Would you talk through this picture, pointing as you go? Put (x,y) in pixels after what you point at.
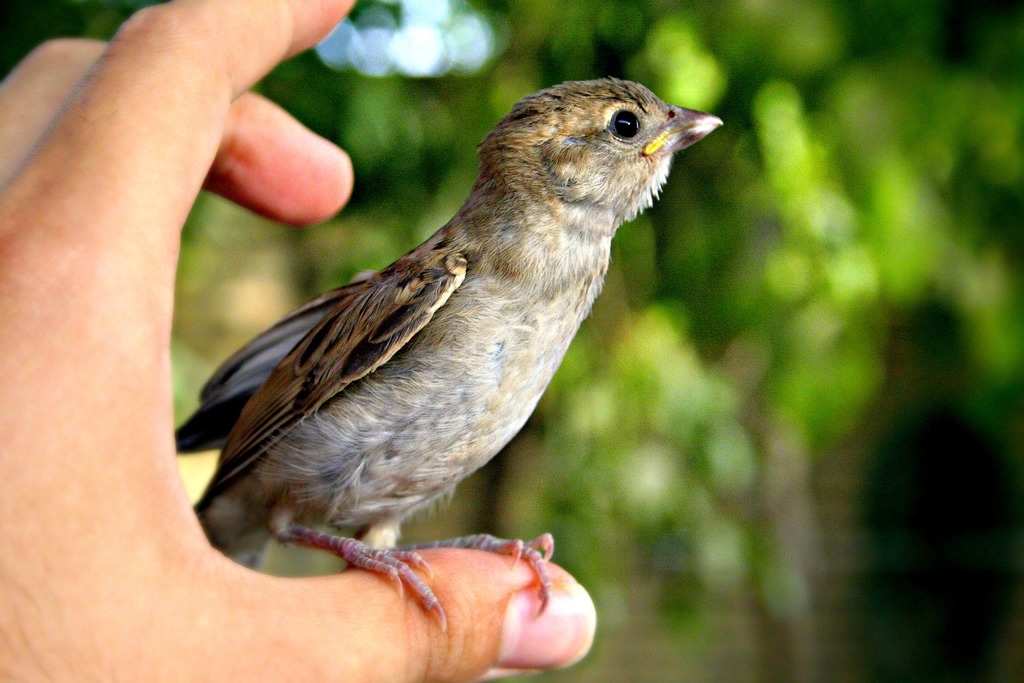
On the left corner of the picture (193,110), we see the hand (45,586) of a human (34,556) holding bird (455,360) in his or her hand (44,599). There are trees (305,69) in the background (786,409) and it is blurred.
